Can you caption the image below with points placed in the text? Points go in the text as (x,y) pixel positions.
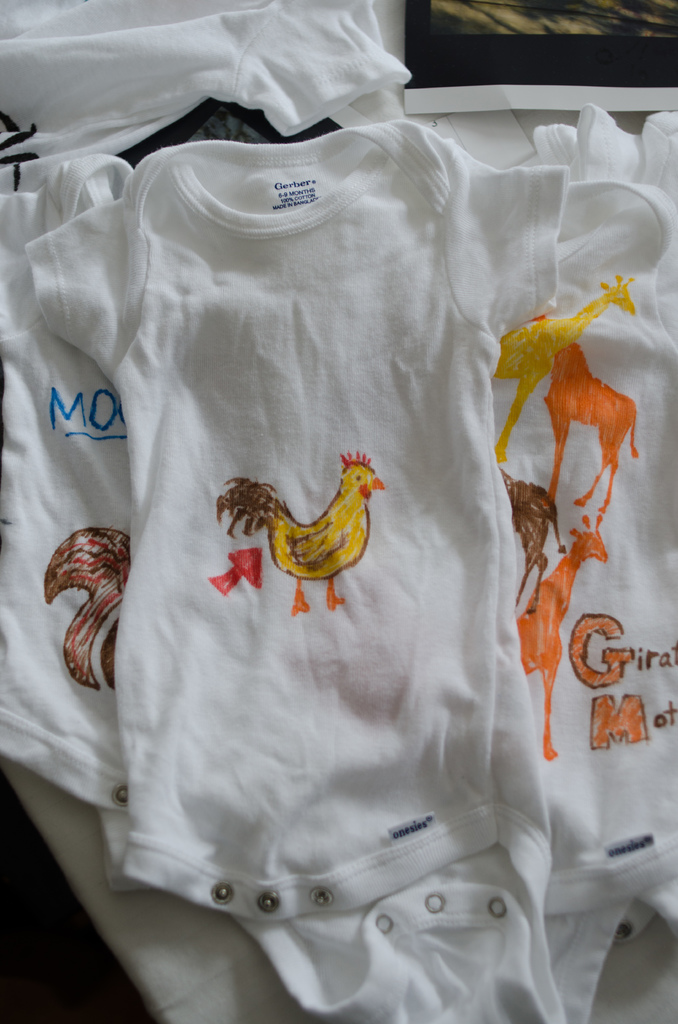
In this image in the center (429,558) there are some t shirts (354,430) and on the t shirts (429,661), and in the background (508,59) there are some objects (478,71).
